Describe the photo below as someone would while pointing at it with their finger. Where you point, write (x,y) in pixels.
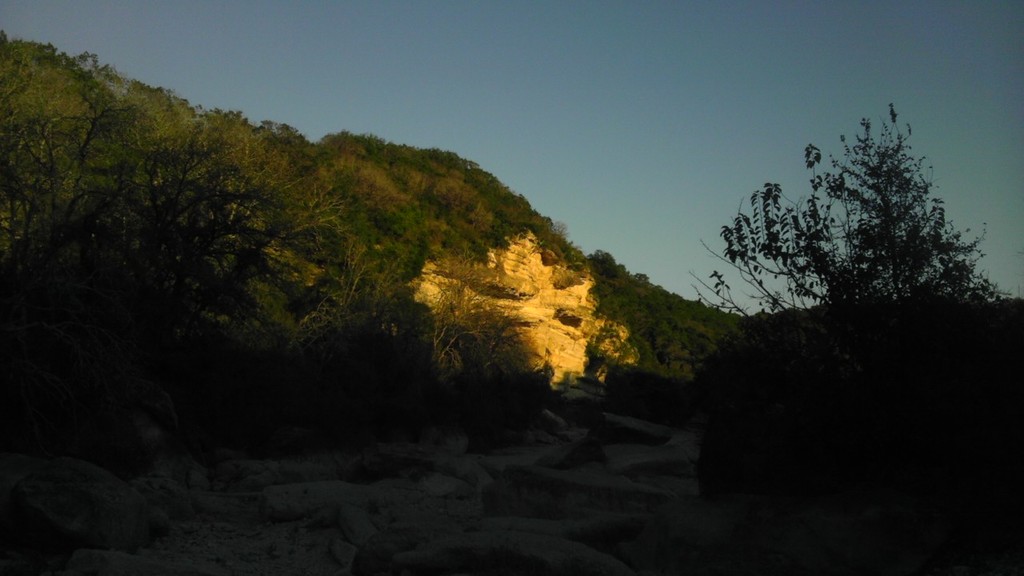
In this image there is the sky (734,80) towards the top of the image (675,98), there are mountains (368,172) towards the left of the image (128,199), there are trees (668,307) on the mountain (491,263), there is a plant (767,358) towards the right of the image (810,241), there are rocks (516,502) on the ground (539,476).
